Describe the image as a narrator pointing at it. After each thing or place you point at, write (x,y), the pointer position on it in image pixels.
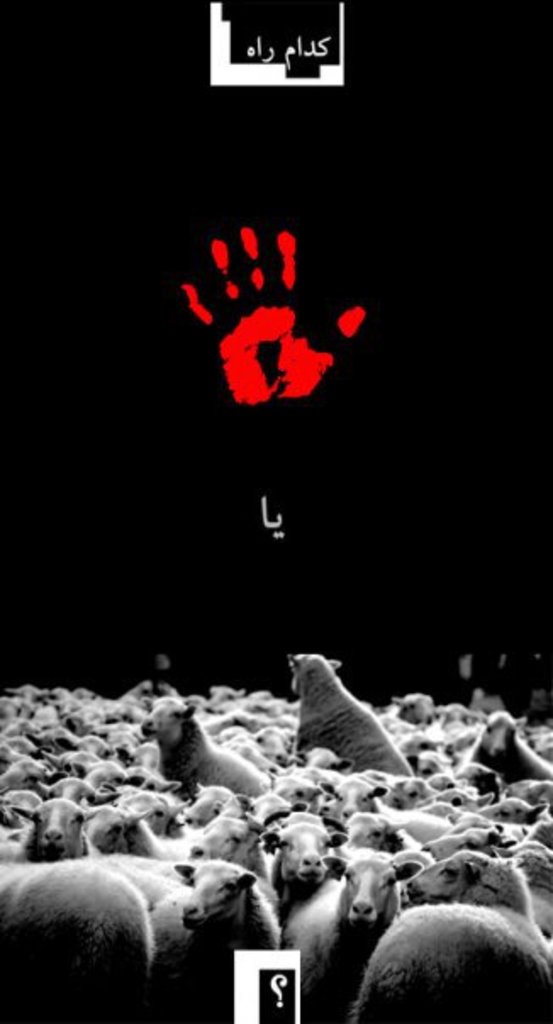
In this picture there are animals (329,776). At the top (354,315) there is text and there is a hand print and there is a black background (417,405). At the bottom (263,1017) there is a symbol (255,1017).
